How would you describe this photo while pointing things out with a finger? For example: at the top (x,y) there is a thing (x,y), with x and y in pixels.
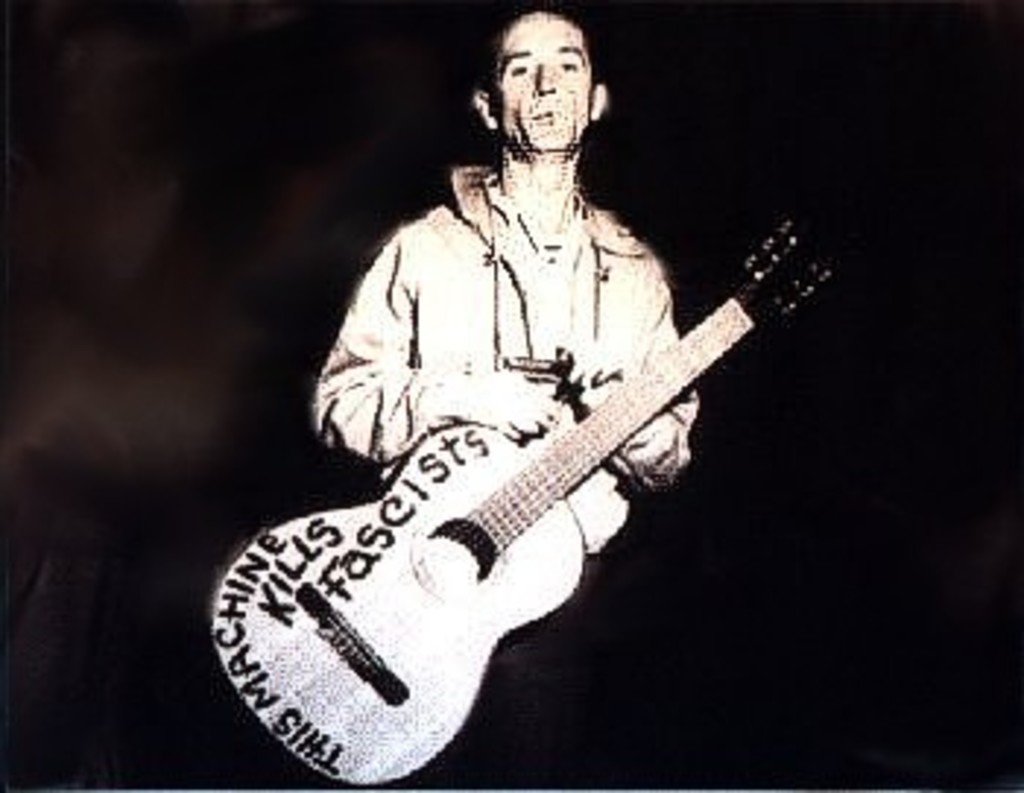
This is a black and white picture, in this picture a man (489,395) is holding a guitar (462,515) and background of the man (512,322) is in black color.
